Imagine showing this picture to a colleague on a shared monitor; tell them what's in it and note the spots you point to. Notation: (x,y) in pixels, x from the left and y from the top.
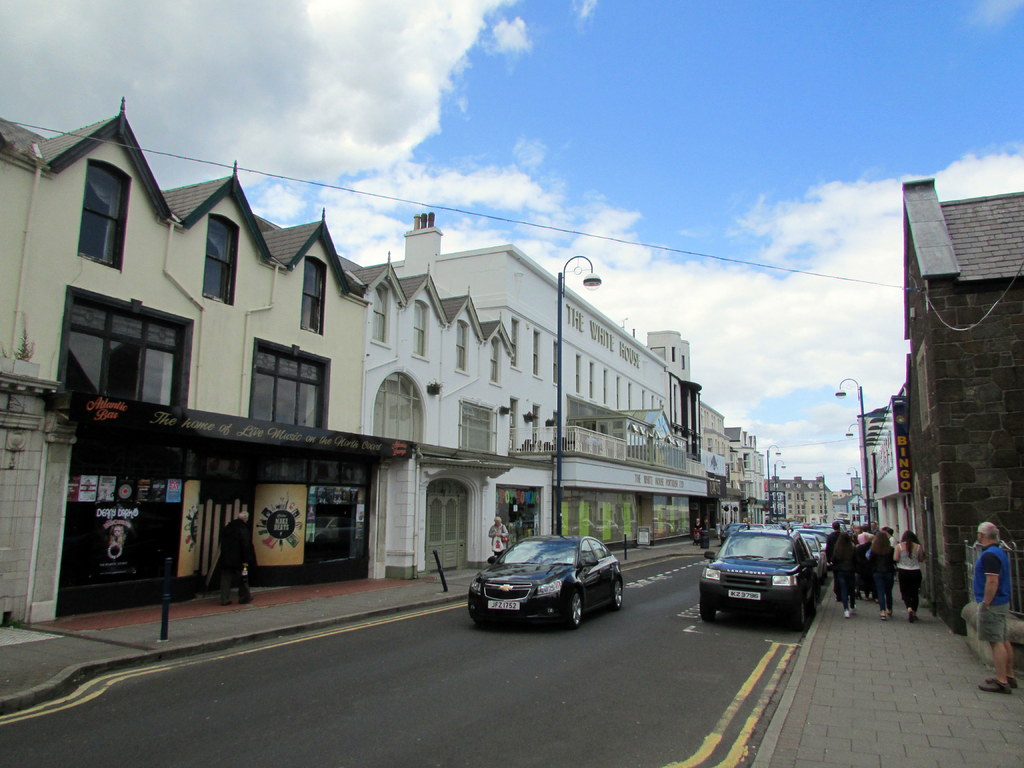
The picture is taken on the street (389,627) of a city (498,478). In the center of the picture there are cars (762,572) and people (873,575) walking on the footpath (867,626). On the right (942,441) there are buildings (882,436), street lights (859,408). On the left (233,410) there are buildings (396,369), footpath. In the center of the background (796,491) there are buildings (759,474) and street lights (769,489). Sky (621,236) is partially cloudy.
